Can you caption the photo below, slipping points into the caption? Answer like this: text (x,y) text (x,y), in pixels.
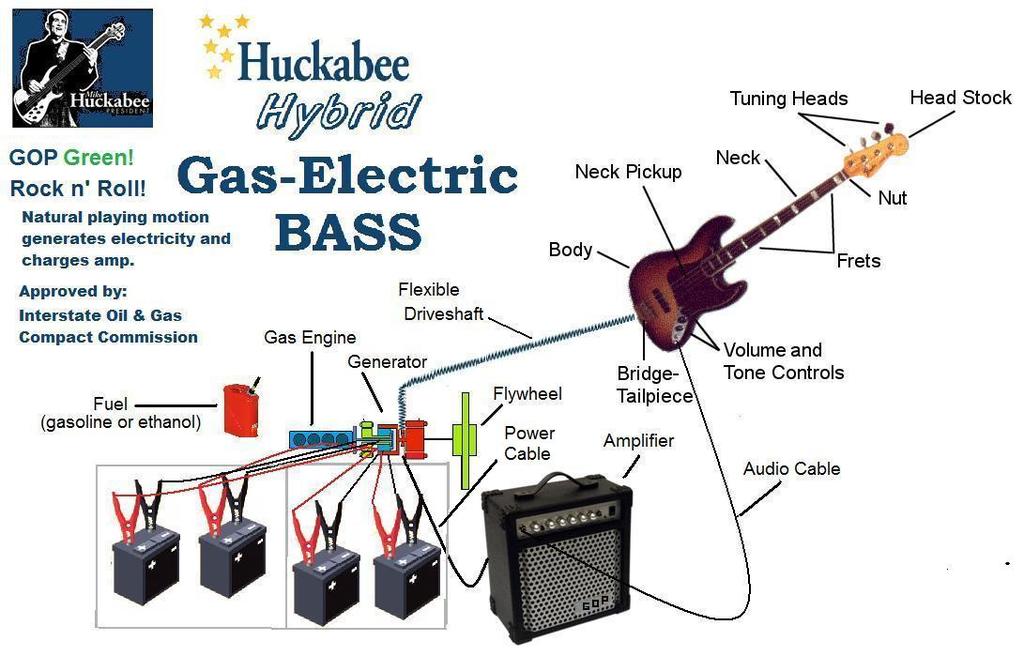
In the picture there is a poster (230,382), there are musical instruments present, there is a picture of a person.
